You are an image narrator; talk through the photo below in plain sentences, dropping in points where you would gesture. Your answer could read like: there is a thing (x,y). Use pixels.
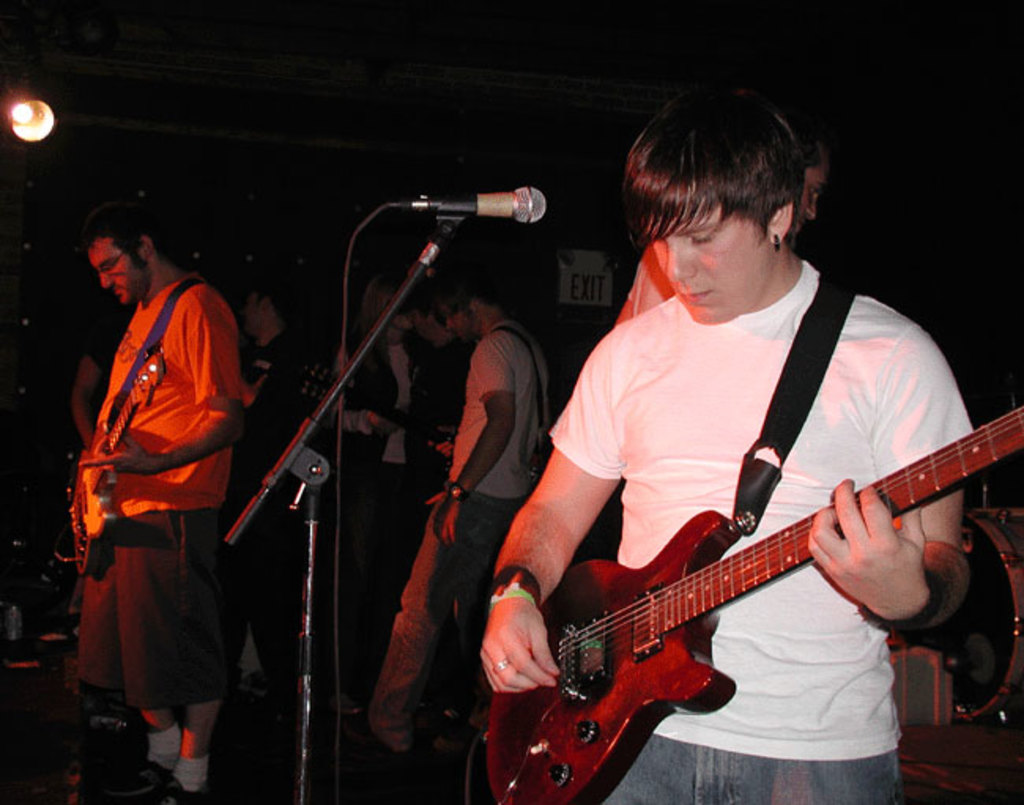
In this picture we have a group of people (855,624), one of them is holding the guitar (896,494) with his left hand (870,595) and playing the guitar (554,628) with his right hand (519,586). He has a microphone (530,194) in front of him. In background (108,630) the people (204,403) are standing.
